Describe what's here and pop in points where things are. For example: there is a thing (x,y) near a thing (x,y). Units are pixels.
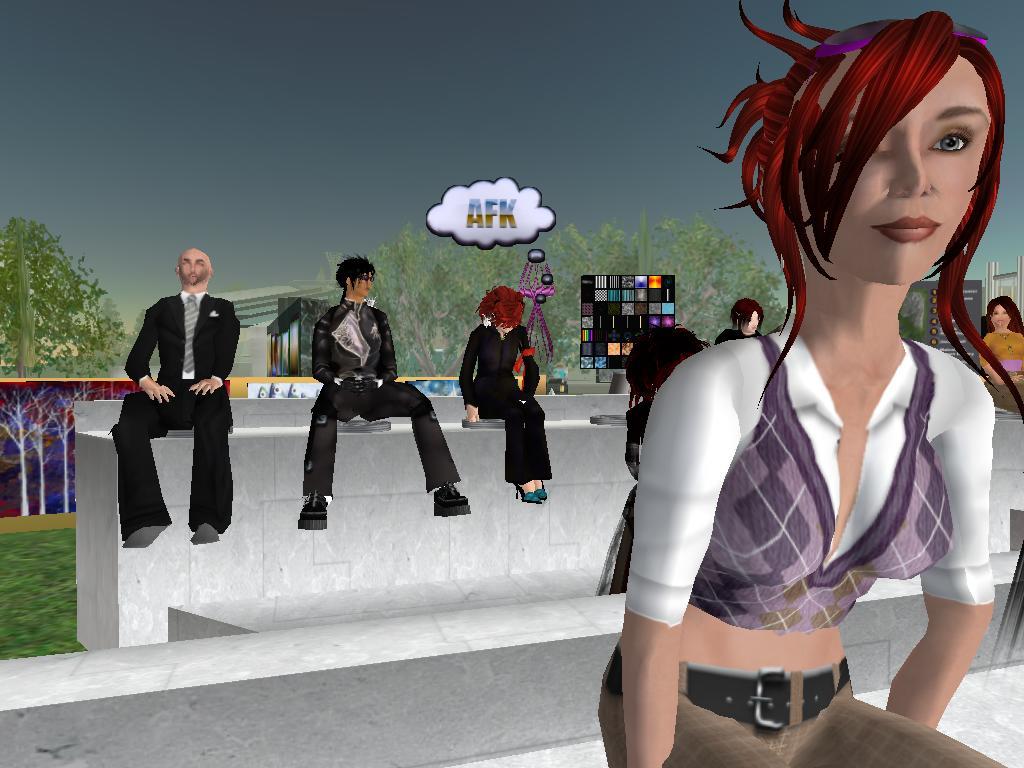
This is an animated image. In the image on the right side (784,437) there is a lady (877,356). Behind the lady (720,437) there are few people (640,359) sitting on the wall (583,458) and also there is a cloud shape (536,219) with something written on it. Behind them there are few objects (615,316) and also there is a wall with painting (54,469). In the background (644,236) there are trees (77,267) and also there is sky (578,178).
